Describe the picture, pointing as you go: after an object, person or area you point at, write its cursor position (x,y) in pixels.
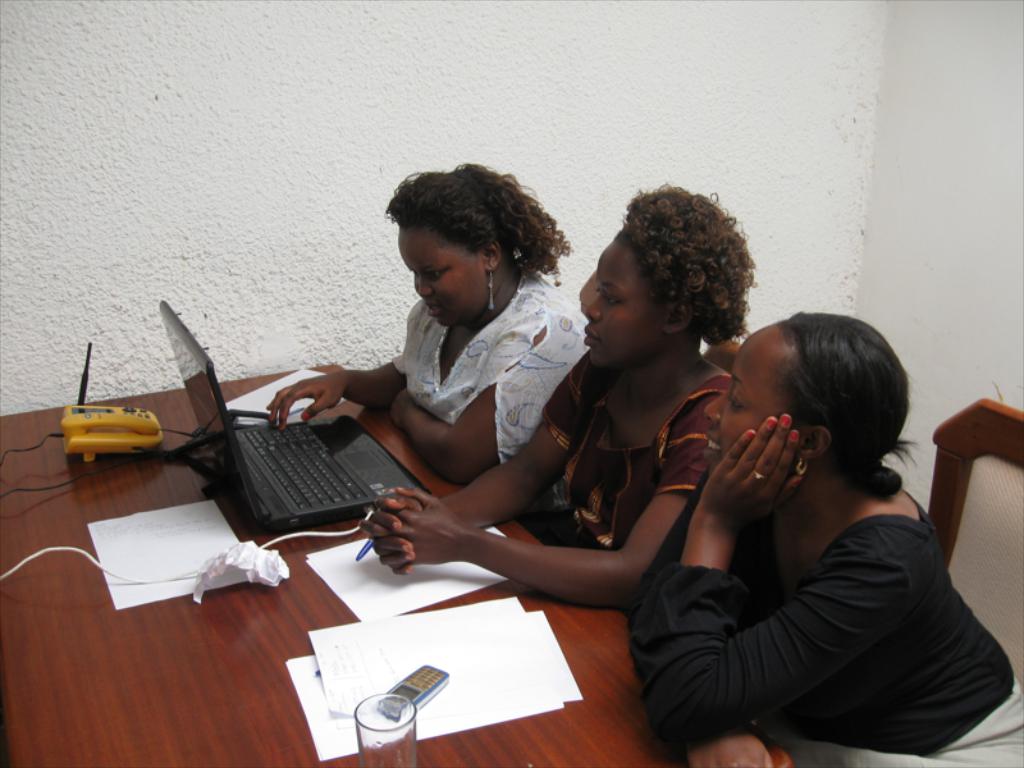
In this picture there are three women (689,432) sitting in the chairs (1002,528) in front of a table (109,622) on which some papers (344,653), mobile (402,690), glasses (377,706) and a telephone (140,441) along with a laptop (244,446) were present. In the background (289,149) there is a wall (527,102).
